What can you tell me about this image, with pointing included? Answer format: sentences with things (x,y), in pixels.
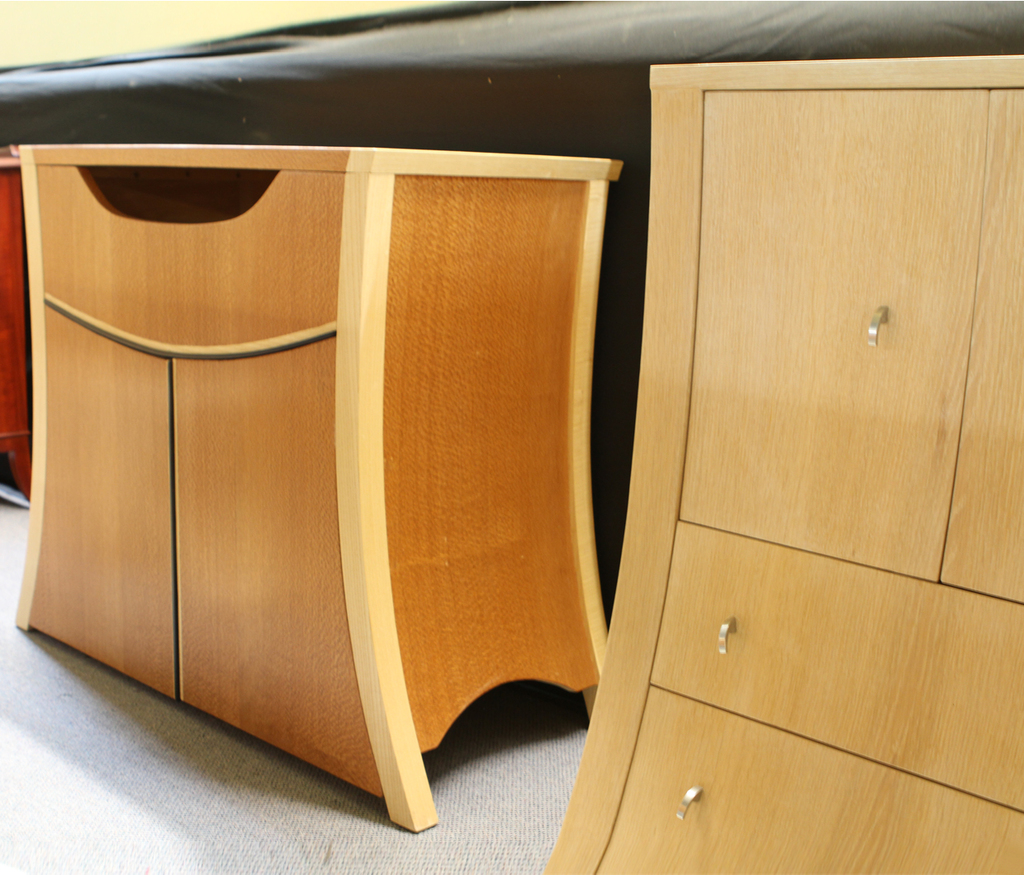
In the image we can see wooden cupboards (396,409) and floor (58,680).
